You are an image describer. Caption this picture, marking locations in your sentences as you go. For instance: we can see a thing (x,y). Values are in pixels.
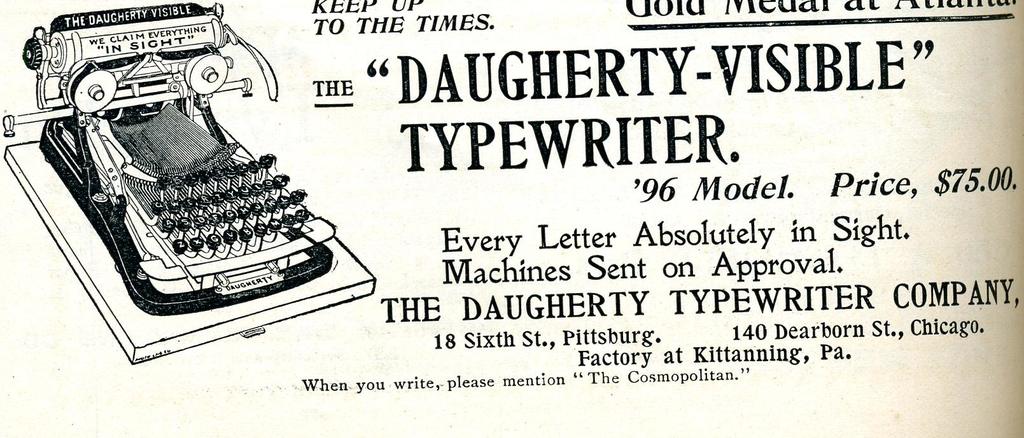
In this image there are some texts (612,230) written and there is a drawing (172,198) of typewriter (140,136).
